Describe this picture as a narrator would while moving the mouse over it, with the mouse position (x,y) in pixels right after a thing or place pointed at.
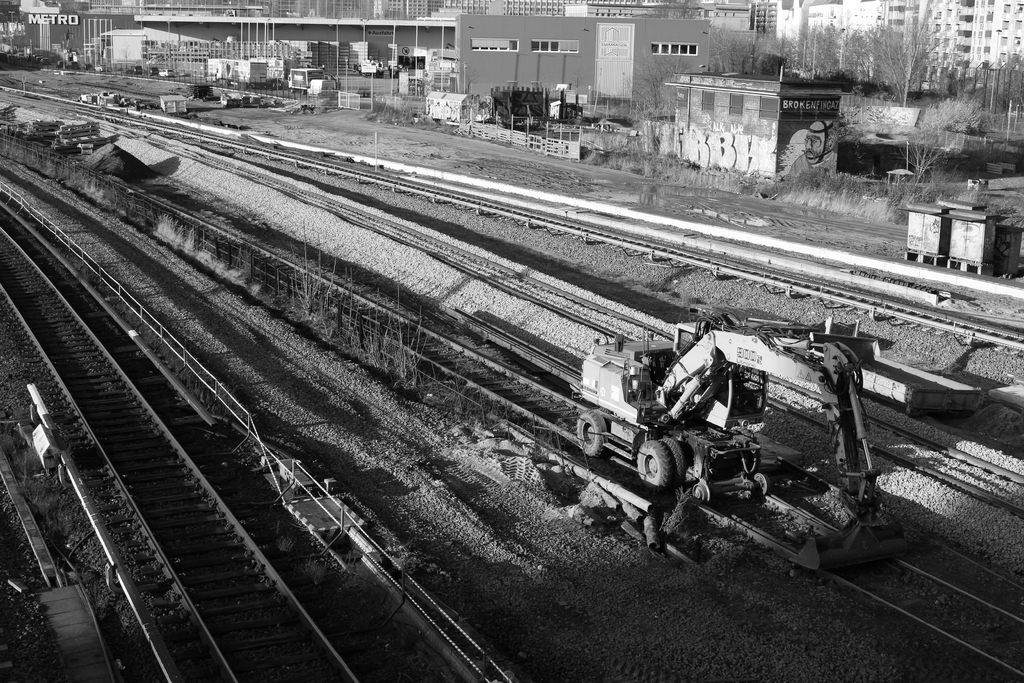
In this image I can see the tracks (248,541). On the track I can see the vehicle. To the right (700,162) there are many trees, sheds (350,59) and also the buildings (580,79). I can also see some containers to the side.
